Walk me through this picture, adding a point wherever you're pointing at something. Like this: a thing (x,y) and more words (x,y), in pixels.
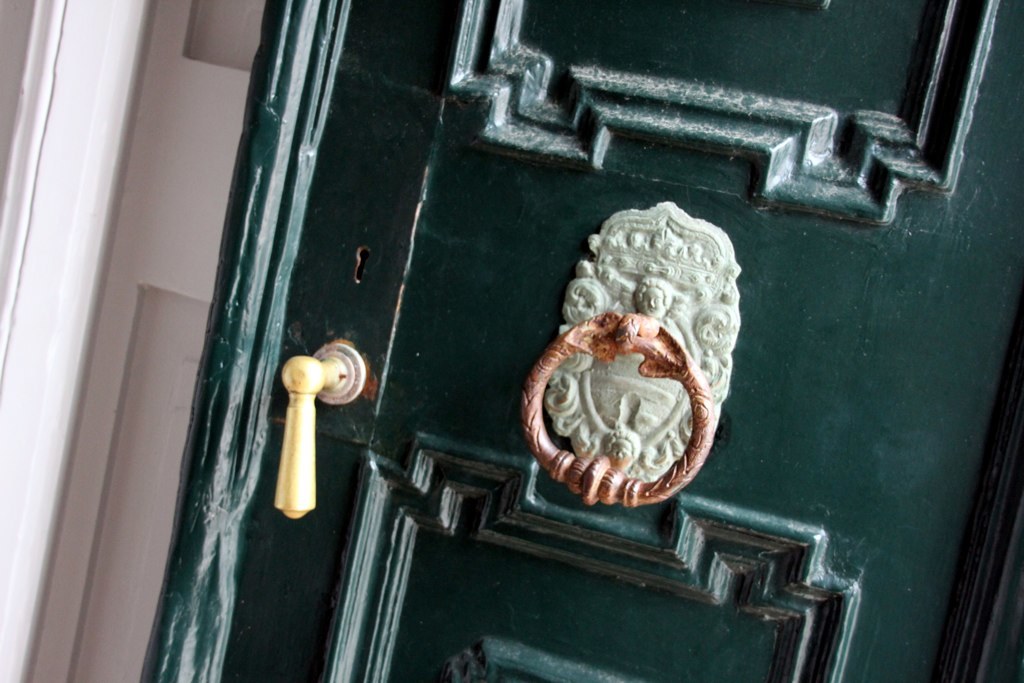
It is the image of a door (595,208) and there is a handle (655,362) stick to the door (555,228) for support.
